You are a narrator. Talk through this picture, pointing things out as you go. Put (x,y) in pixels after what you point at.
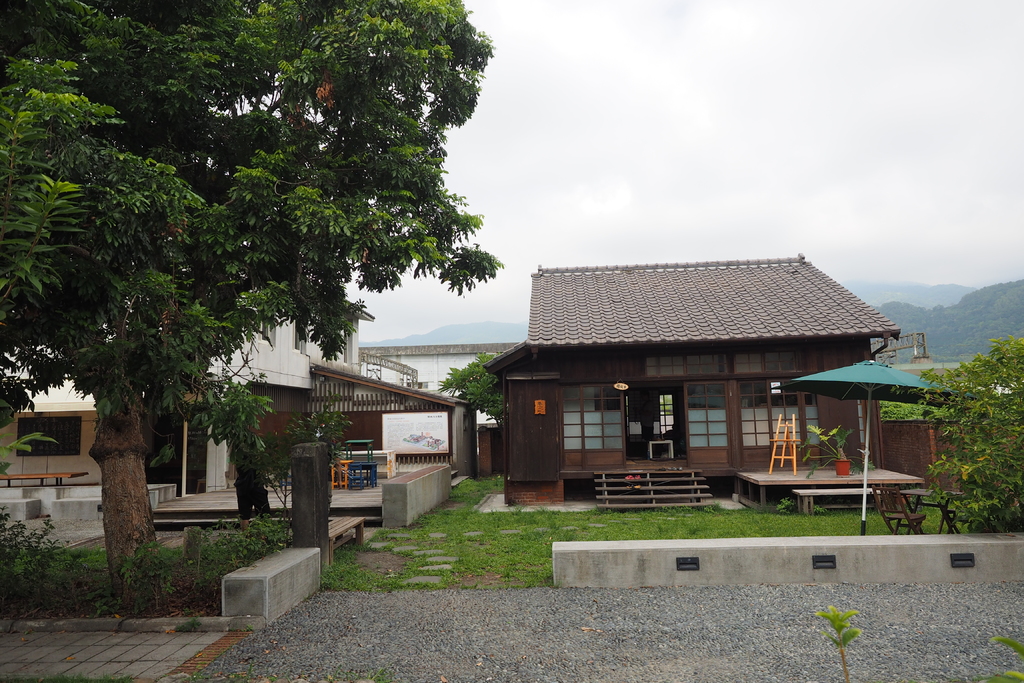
In this image I can see the houses (378,433). In-front of the houses (214,461) I can see the tables (352,452), benches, and umbrella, flower pots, plants (329,448) and trees (127,446). I can see also the boards (391,419). In the background (890,310) I can see few more trees (910,308), mountains (906,317), clouds (550,132) and the sky (517,135).
